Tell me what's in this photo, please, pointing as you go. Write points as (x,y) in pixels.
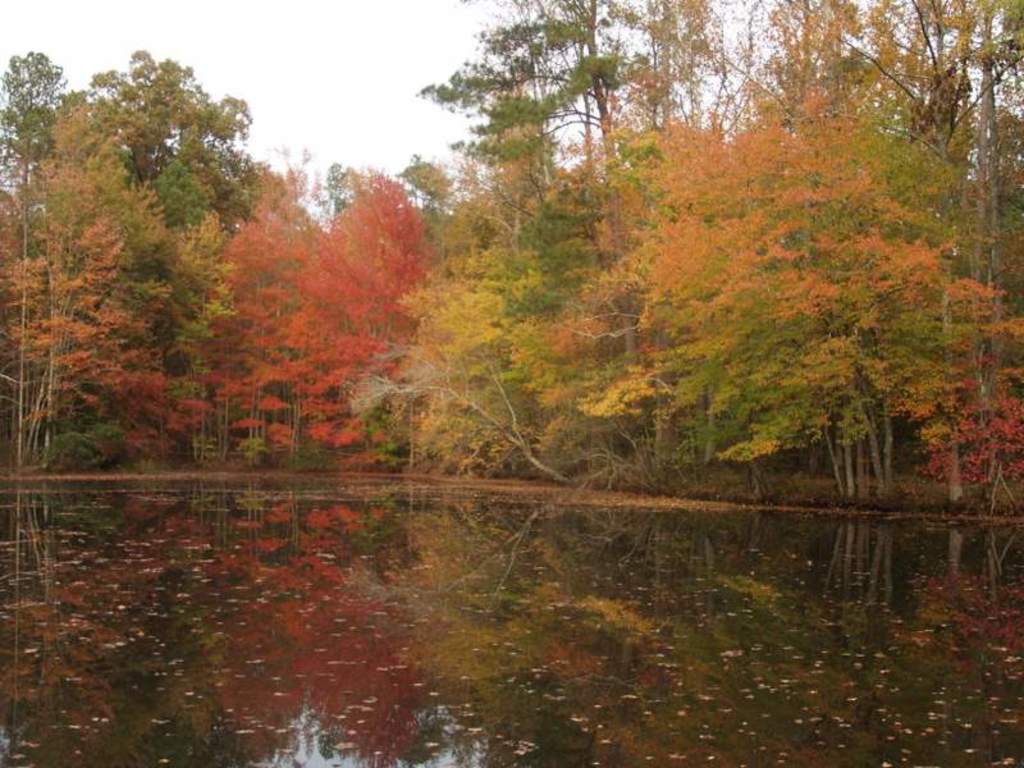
At the bottom (471,645) there is a river (417,541). In the background (546,329) there are many trees (379,243). At the top (338,82) I can see the sky (302,45).
